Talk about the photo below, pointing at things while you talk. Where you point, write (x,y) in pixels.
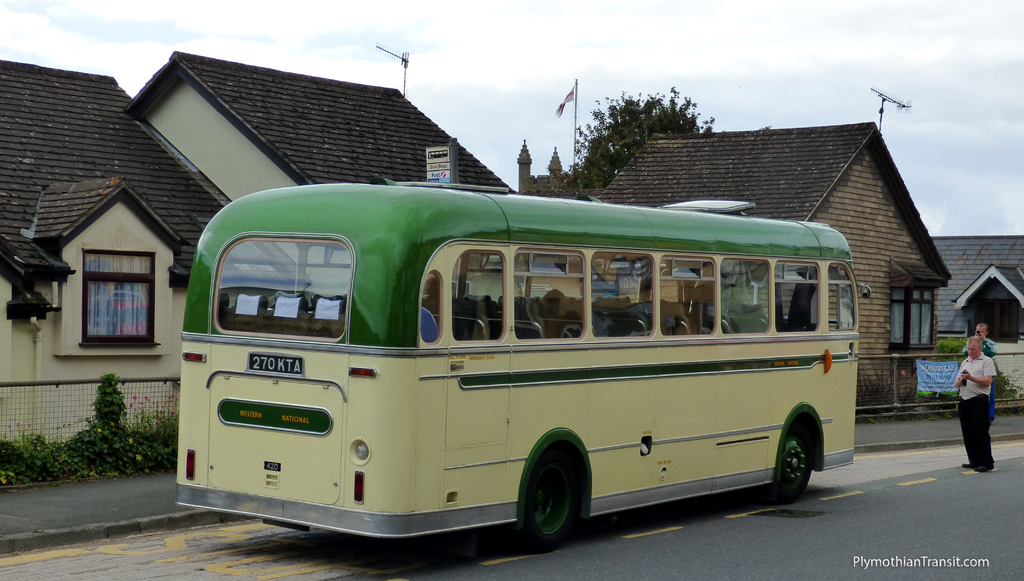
In this image we can see a motor vehicle (641,464) on the road (867,459), persons (975,428) standing on the road (952,461), advertisement (941,363) attached to the fence (868,400), creepers (130,434), buildings (81,232), flags (572,96), antennas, trees (588,123) and sky (244,29) with clouds (767,2).
